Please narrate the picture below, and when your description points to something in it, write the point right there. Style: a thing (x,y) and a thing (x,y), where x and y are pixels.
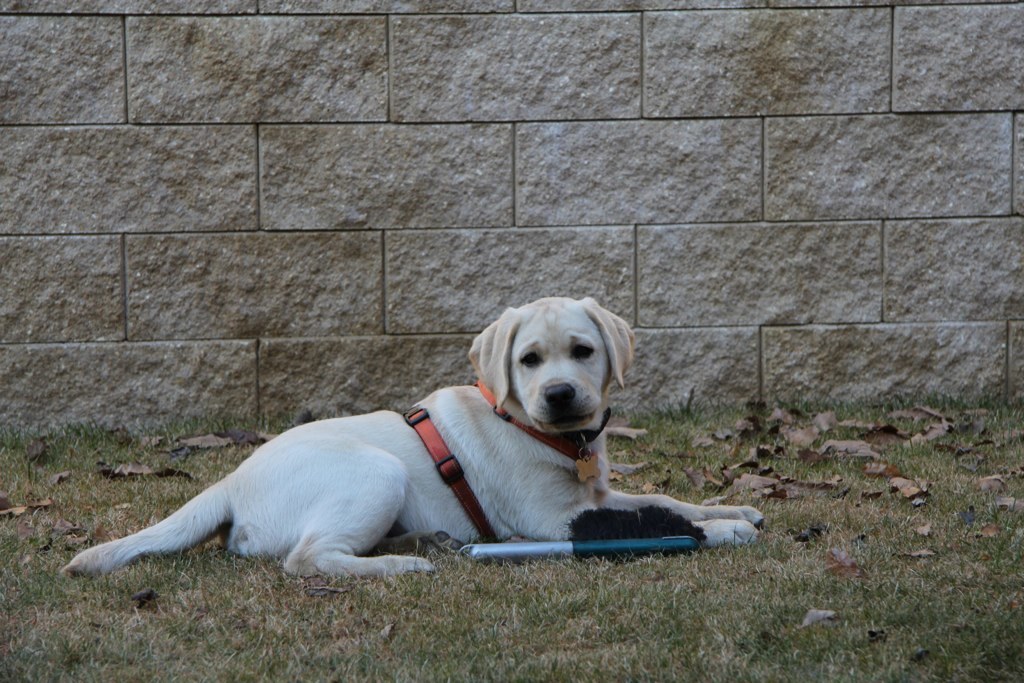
In the center of the image (564,401) there is a dog (439,401). At the bottom of the image (389,604) there is grass (476,620). In the background of the image (488,251) there is wall (573,39).
